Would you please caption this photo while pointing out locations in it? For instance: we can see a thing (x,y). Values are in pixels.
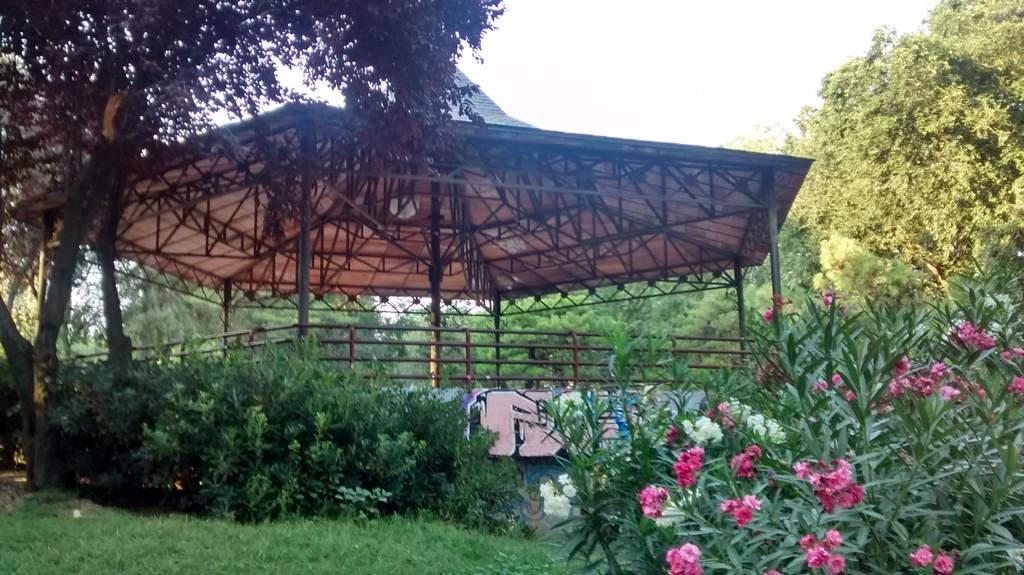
These are trees (966,167), this is shed (607,179) and a sky (677,86).
